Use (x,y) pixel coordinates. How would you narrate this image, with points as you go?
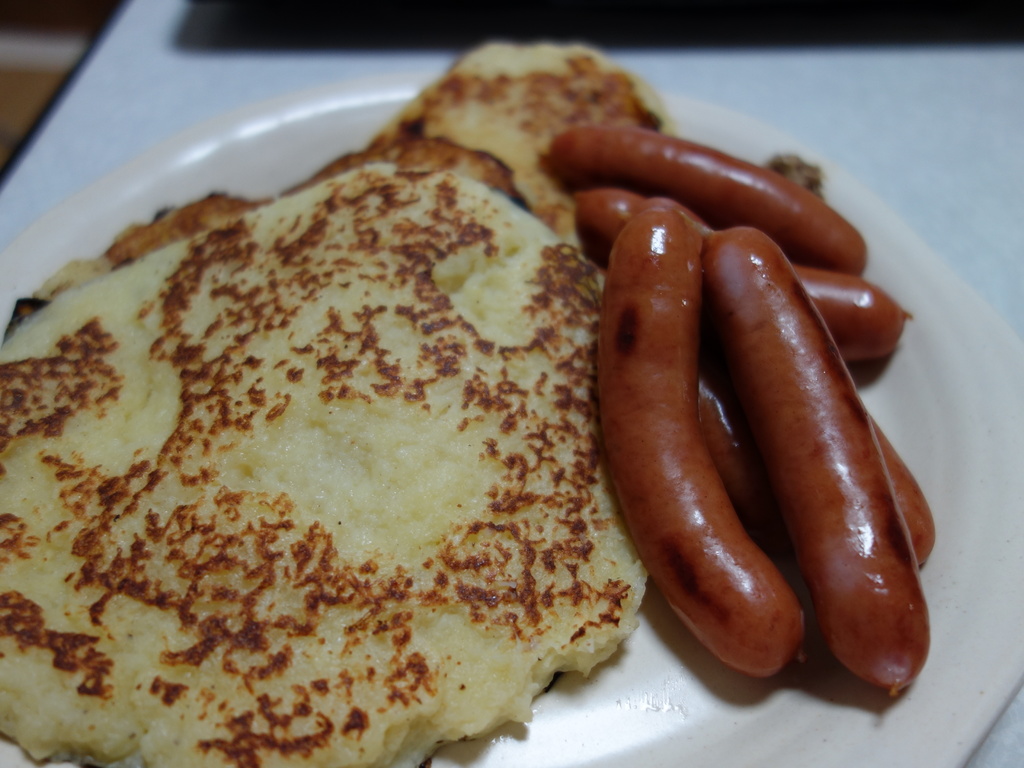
In this image, we can see a plate (959,328) on the table (874,74) contains pancakes (358,248) and sausages (751,485).
